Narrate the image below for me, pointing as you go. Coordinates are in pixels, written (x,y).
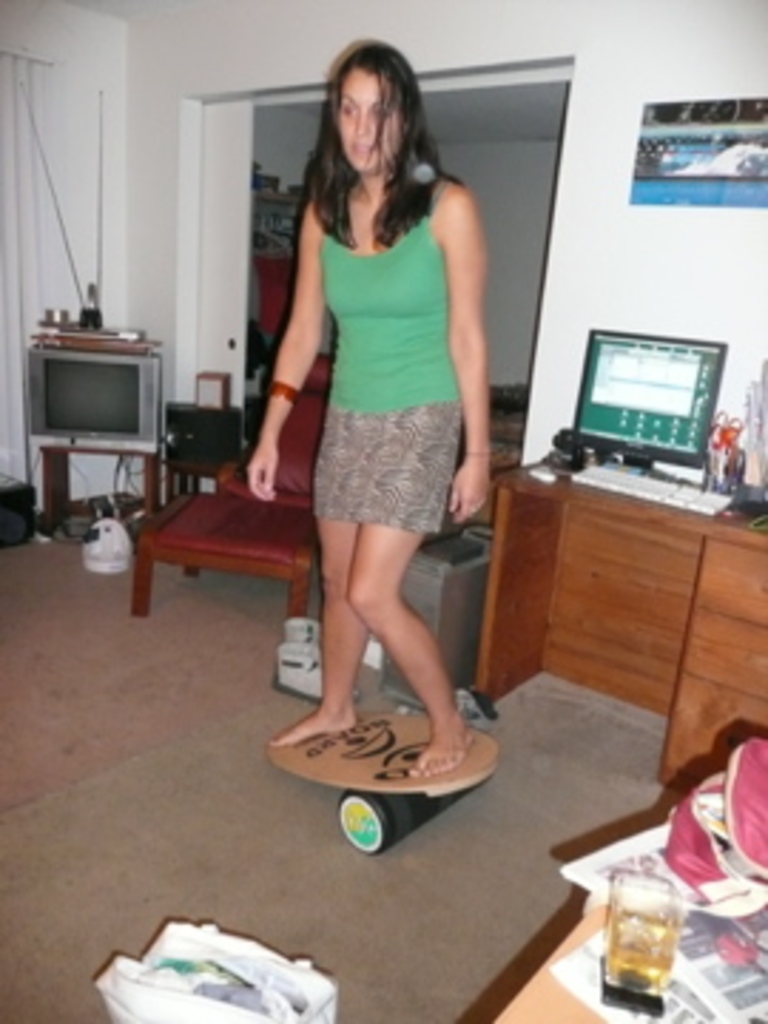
In this Image i can see a woman (465,496) wearing a green color top (395,327) standing on a wooden plate (345,777) and right side (704,975) there is a table (588,936), on the table (602,930) there are papers (700,921) and there is a glass (613,900) kept on that, on the right side (581,518) corner i can see a table (669,517), on the table (578,506) there is a system (652,437), keyboard (683,497), behind the table (744,524) there is a wall (610,233) visible, And there is a photo frames (655,140) attached to the wall (595,254), on the left side (58,451) corner i can see a small table (68,455), on the table (58,451) there is a TV monitor (85,409) kept on that.
